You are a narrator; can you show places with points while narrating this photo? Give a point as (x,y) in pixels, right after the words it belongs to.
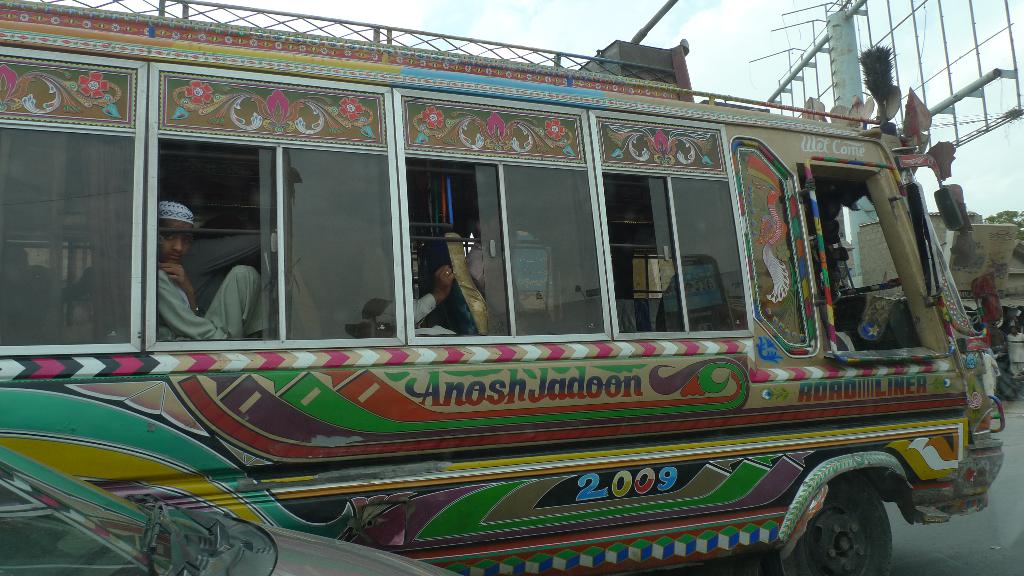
In the picture we can see a bus (692,405) which is designed with paintings (56,443) and with a glass windows (28,280) and from it we can see some people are sitting in the seats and in front of the bus (51,430) we can see a pole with a hoarding stand (1006,27) and near it we can see a house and behind it we can see a sky (973,211) with clouds (1017,35).
